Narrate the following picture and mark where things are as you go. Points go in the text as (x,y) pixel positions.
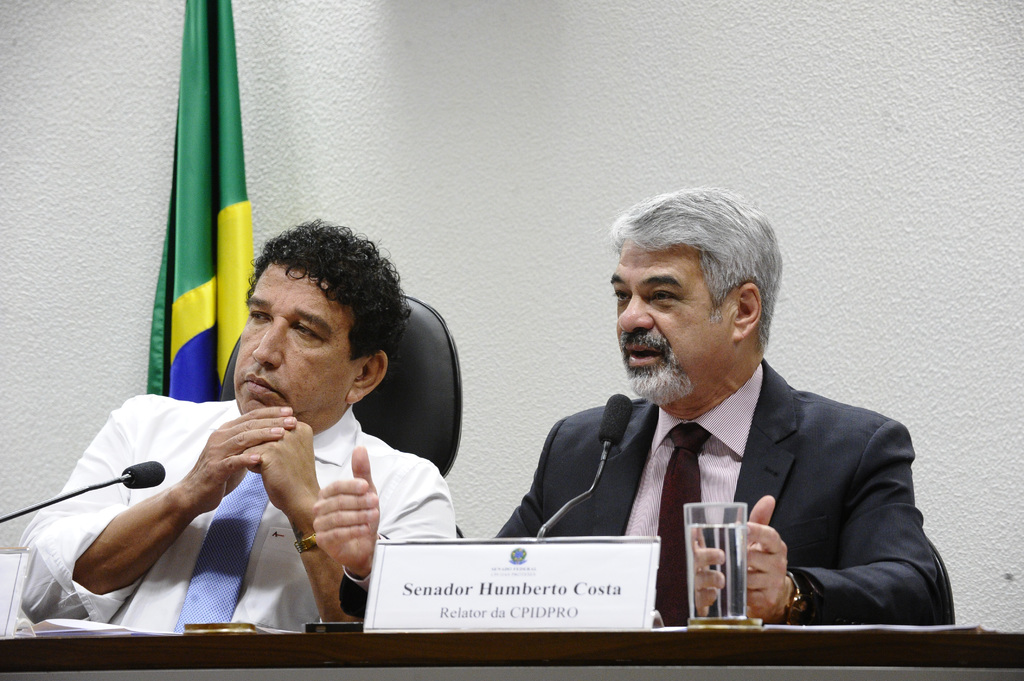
In this image I can see two men (286,495) are sitting on chairs (440,315). I can also see few mics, a glass (693,515), a board (524,550) and on this board (529,590) I can see something is written. In background (218,225) I can see green colour flag (199,173) and white colour wall (659,79).
